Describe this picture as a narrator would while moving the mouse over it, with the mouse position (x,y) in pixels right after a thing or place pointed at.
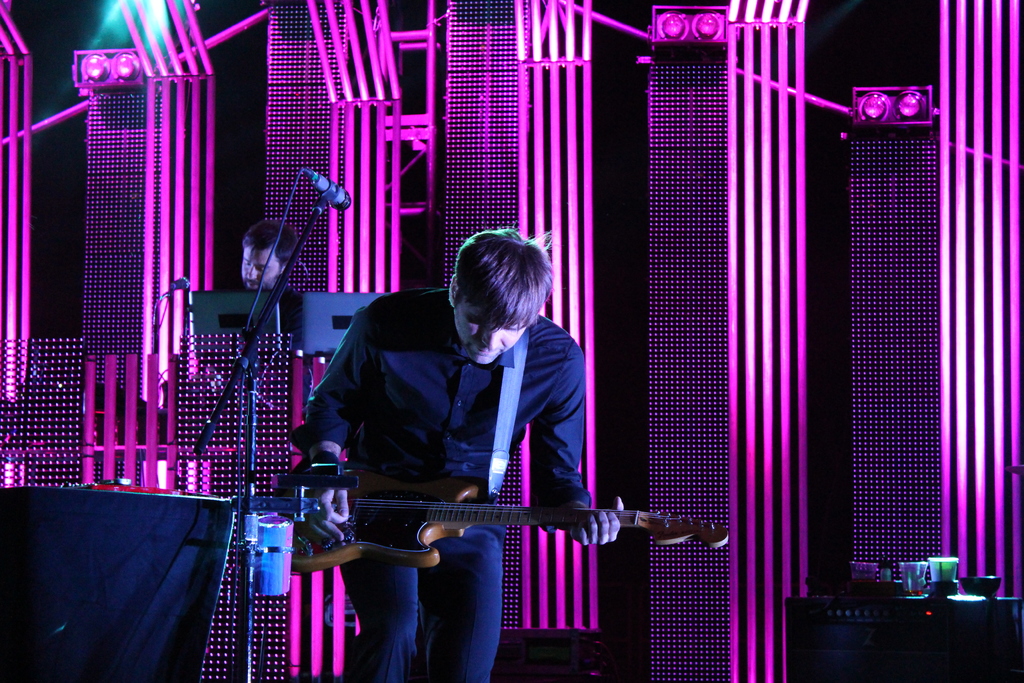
In this image, in the foreground (485,427) there is a man (379,672) playing guitar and at the back (553,65) there is a disco light (550,32).
